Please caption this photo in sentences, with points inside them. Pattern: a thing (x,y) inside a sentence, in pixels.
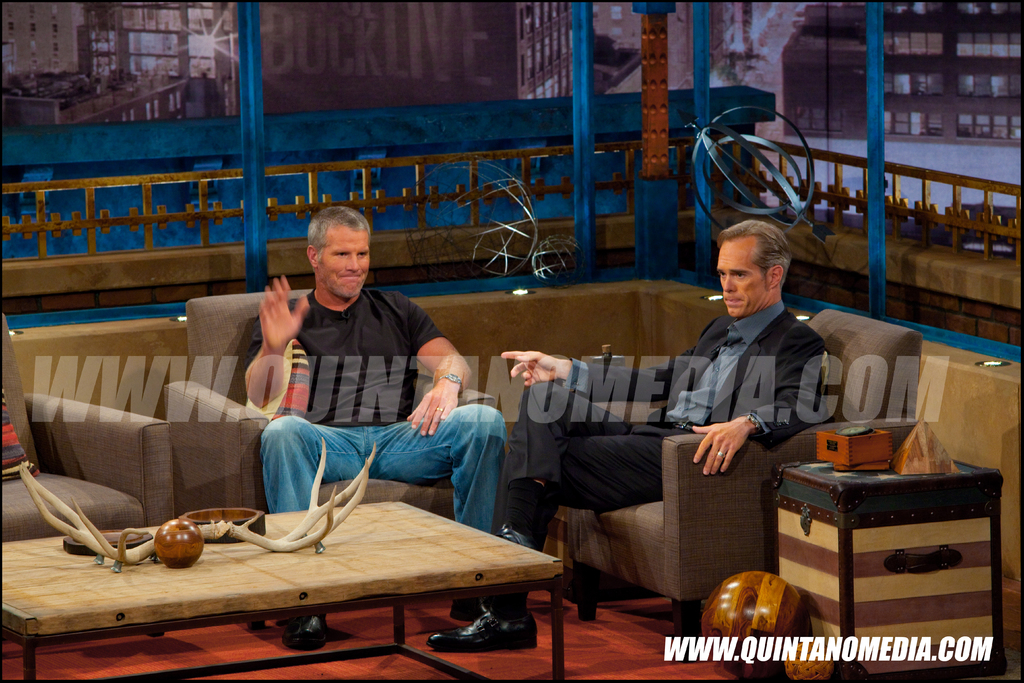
It is a media interview there are two people (483,407) sitting on the sofa (667,461) adjacent to each other in front of them there is a table (58,568) and there is some toy (323,537) on the table (233,550), behind the people (312,249) there are some wall posters (807,98) beside the man (812,339) who is wearing blazer (814,379) there is a table (870,500) and there are some things (887,467) kept on the table (854,570) and beside it there is a wooden ball (795,619).
